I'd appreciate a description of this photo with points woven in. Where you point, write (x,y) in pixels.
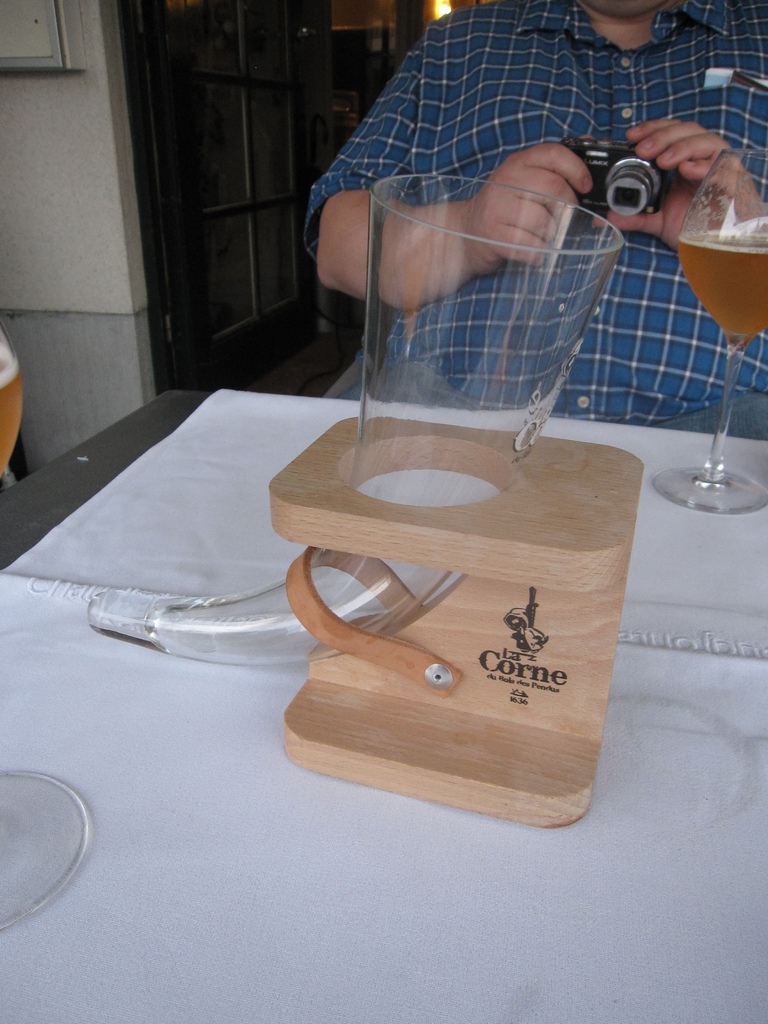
This image consists of a table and a man (537,233) who is holding camera (609,198), he is on the top right corner (516,105). This table (217,440) has a cloth (391,832) on it and it has glass (716,278) on the right side (755,253) and left side (52,782) too. There is a door (193,197) on the back side (241,315) and light (435,4) on the top (449,6).
